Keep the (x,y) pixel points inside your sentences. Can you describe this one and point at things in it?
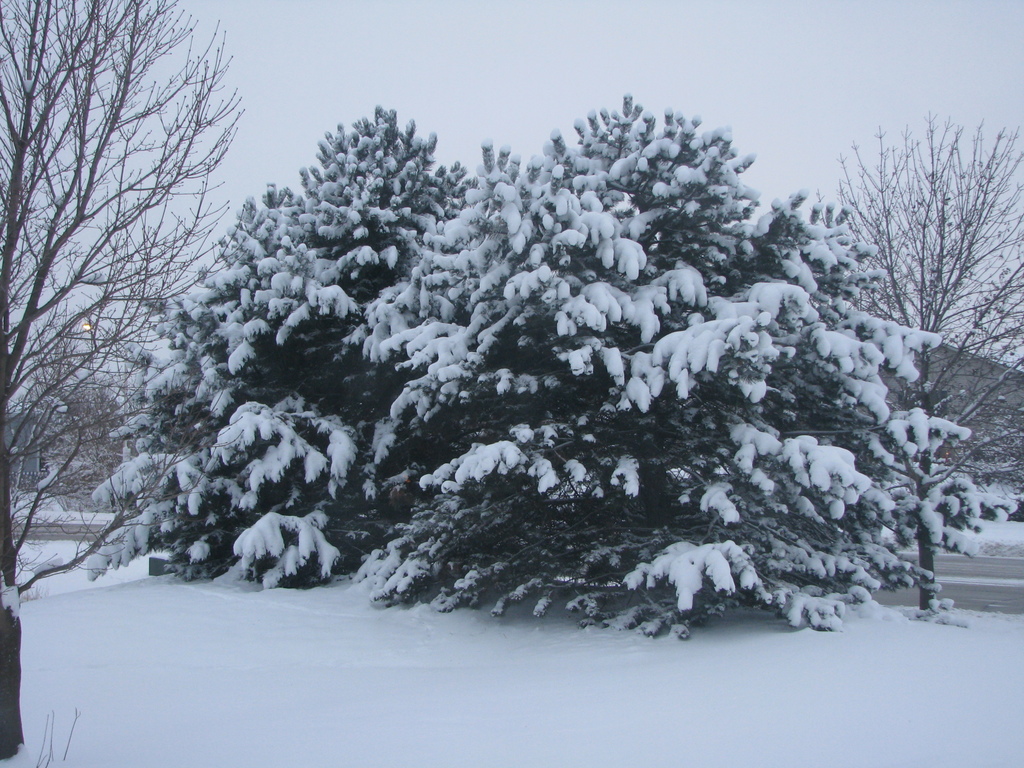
This image consists of plants (533,366) and trees (626,450) covered with the snow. At the bottom (331,695), there is snow (321,703). At the top (405,45), there is sky (753,45).
